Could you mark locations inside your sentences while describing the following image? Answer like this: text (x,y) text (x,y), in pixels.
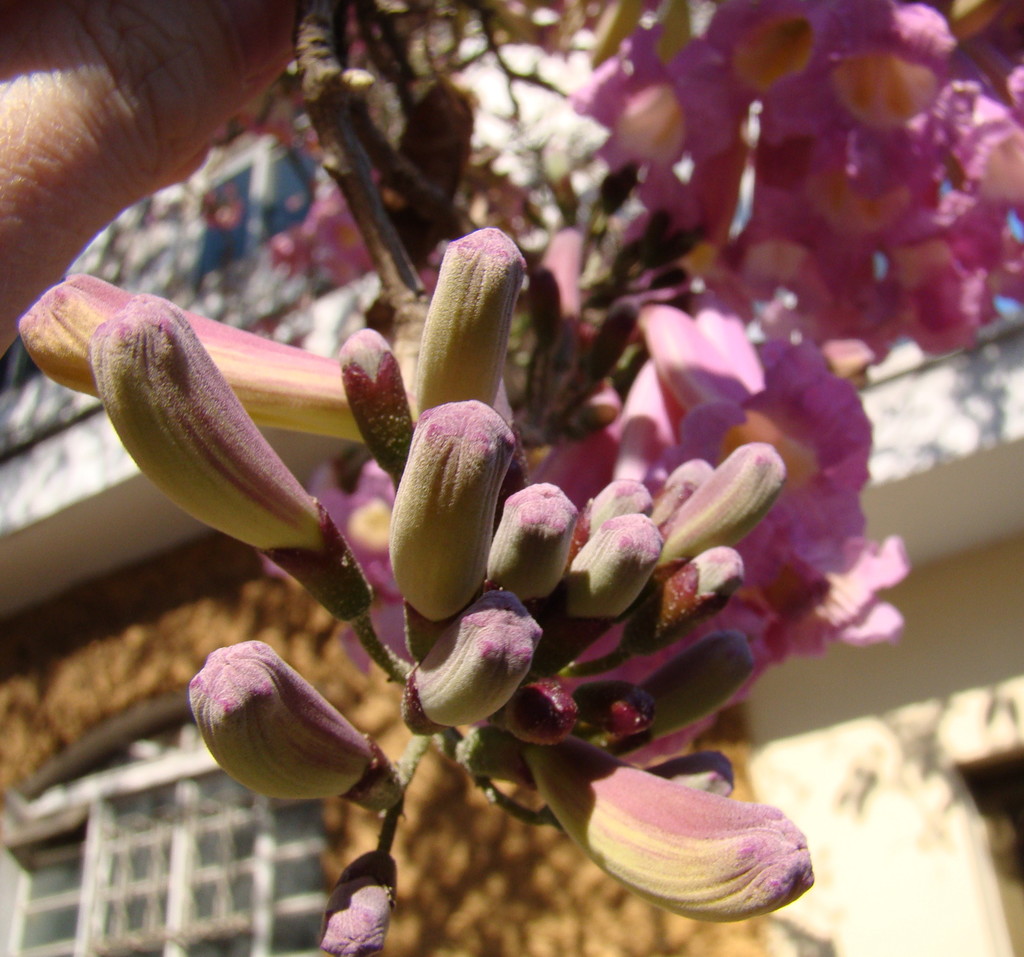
In the picture we can see flower buds (614,563) to the plant (523,352). Here at top left side of the image (117,164) we can see a person's finger (120,104). The background of the image (442,952) is blurred, where we can see the windows (255,924), house (953,709) and purple color flowers (818,200).
